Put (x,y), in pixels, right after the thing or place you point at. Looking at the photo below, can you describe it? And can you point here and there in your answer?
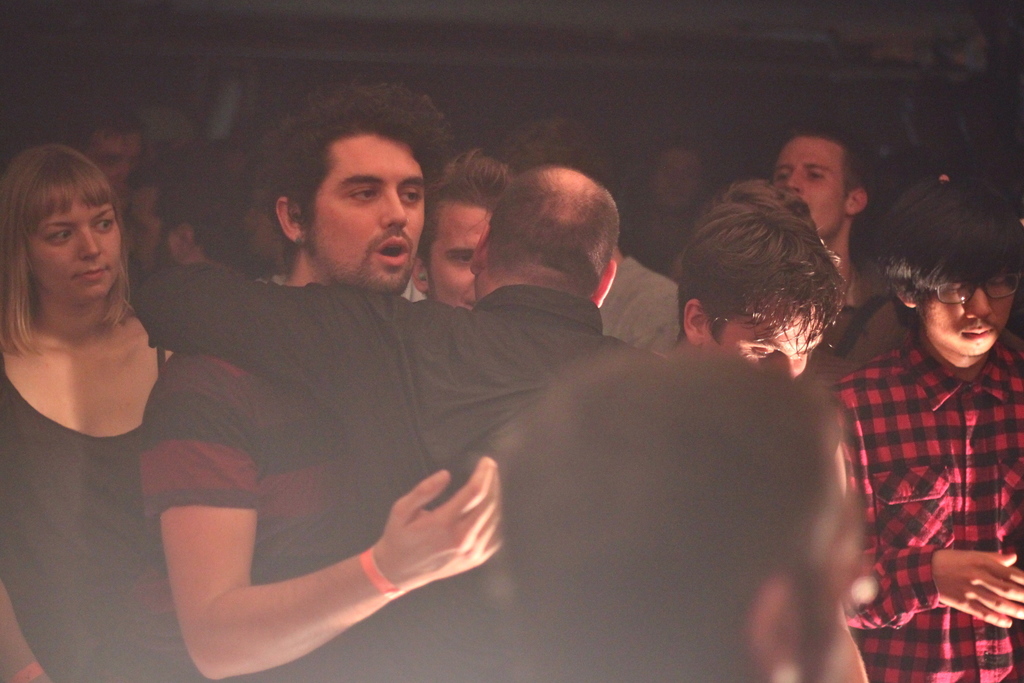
There are group of people (534,160) standing. I can see two people (395,387) hugging each other. The background (393,55) looks dark.
